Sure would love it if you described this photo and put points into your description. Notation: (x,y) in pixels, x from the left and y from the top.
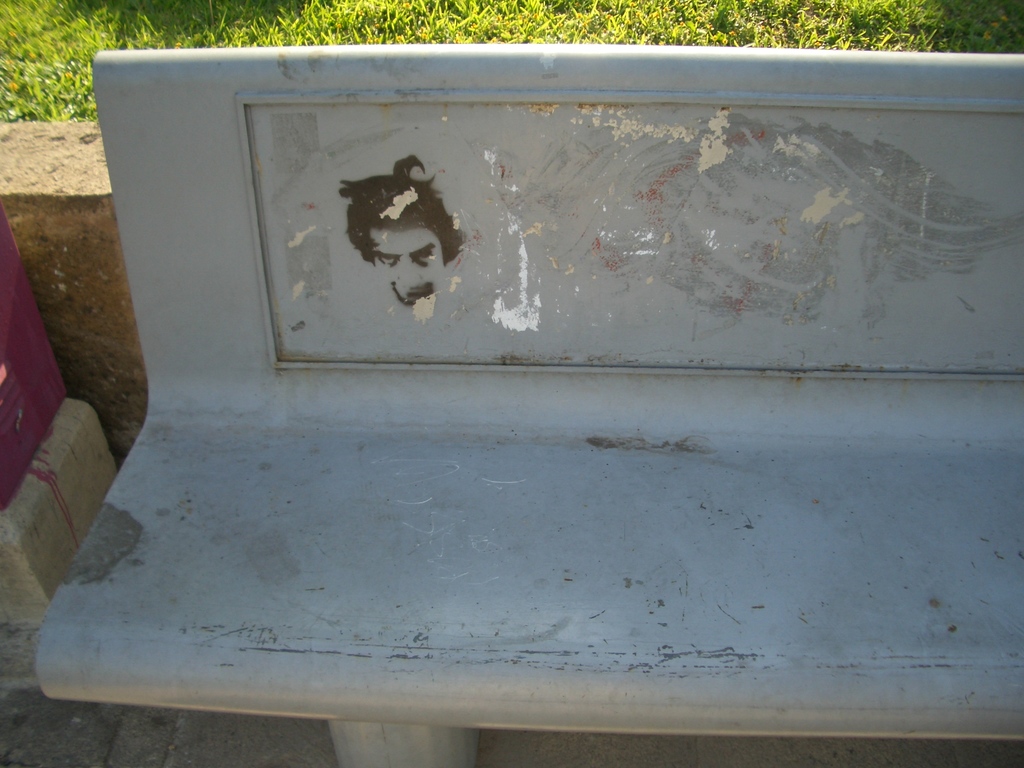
In this image we can see a bench (170,657) on the ground (141,714), at back (409,13) here is the grass (653,28).
